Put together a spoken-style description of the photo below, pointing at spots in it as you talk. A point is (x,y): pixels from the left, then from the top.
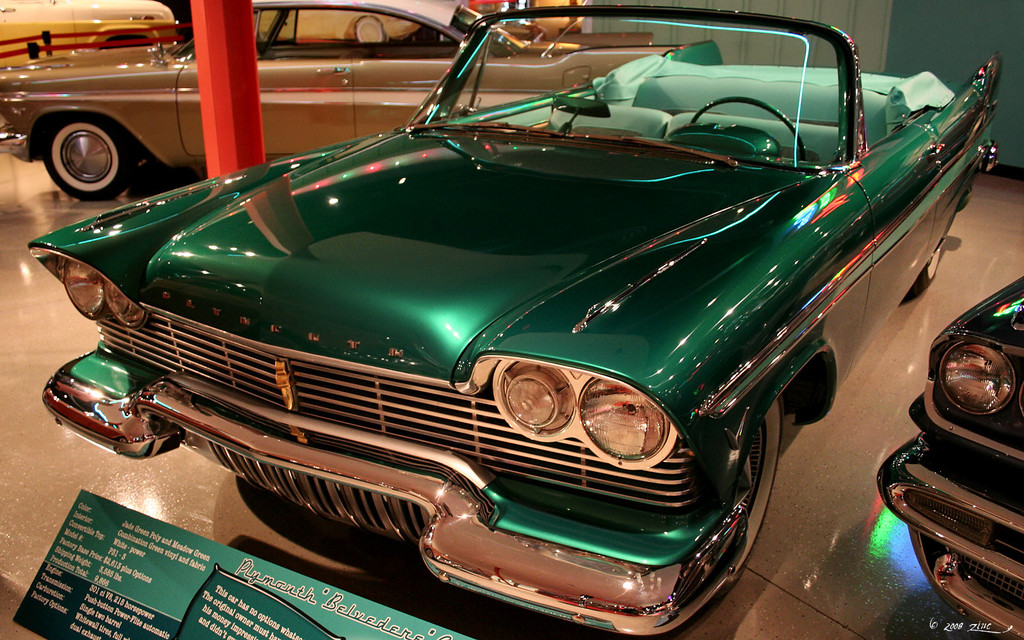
In this image we can see some vehicles (585,380) in a room (23,535) and there is a board (195,611) with some text (225,615).
